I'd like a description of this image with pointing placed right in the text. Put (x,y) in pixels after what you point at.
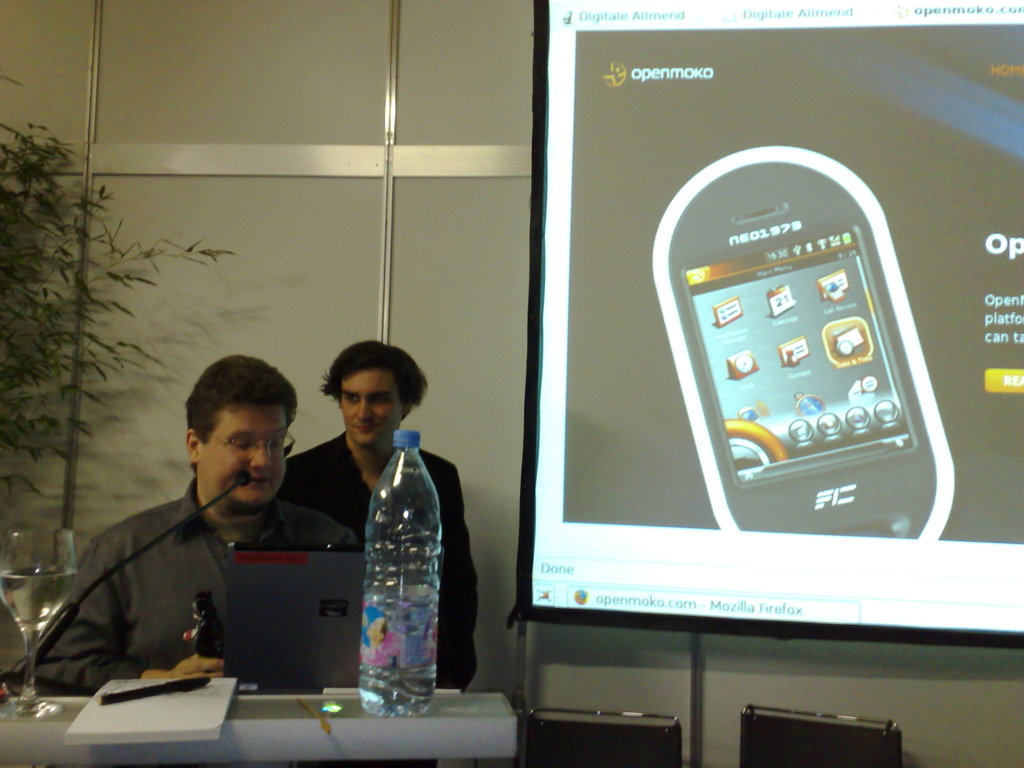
As we can see in the image there is a plant (17,167), screen (688,295) and two people (318,461) over here. In the front (244,719) there is a table (279,728). On table (439,714) there is a pen (150,691), book (116,711), glass (40,564) and bottle (395,578).
